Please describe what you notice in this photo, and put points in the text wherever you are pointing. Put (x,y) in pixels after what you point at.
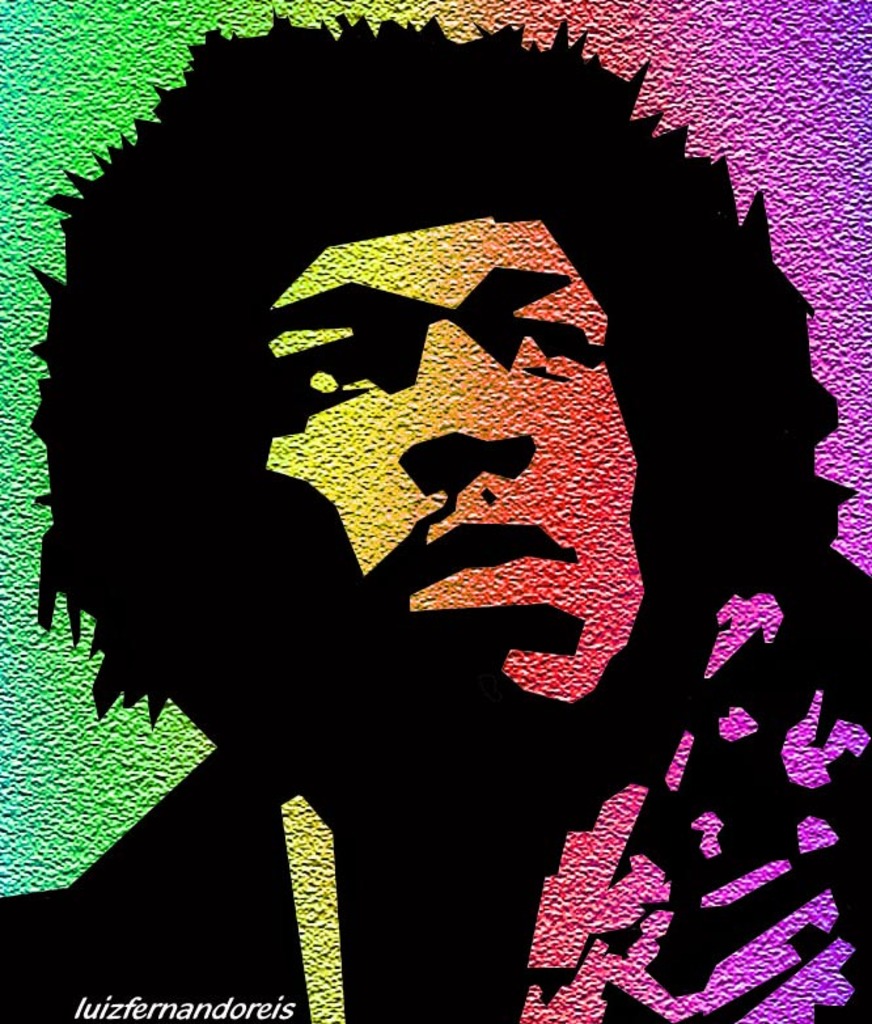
In this image there is a painting (539,855) of person (502,639) on the wall (845,140).
